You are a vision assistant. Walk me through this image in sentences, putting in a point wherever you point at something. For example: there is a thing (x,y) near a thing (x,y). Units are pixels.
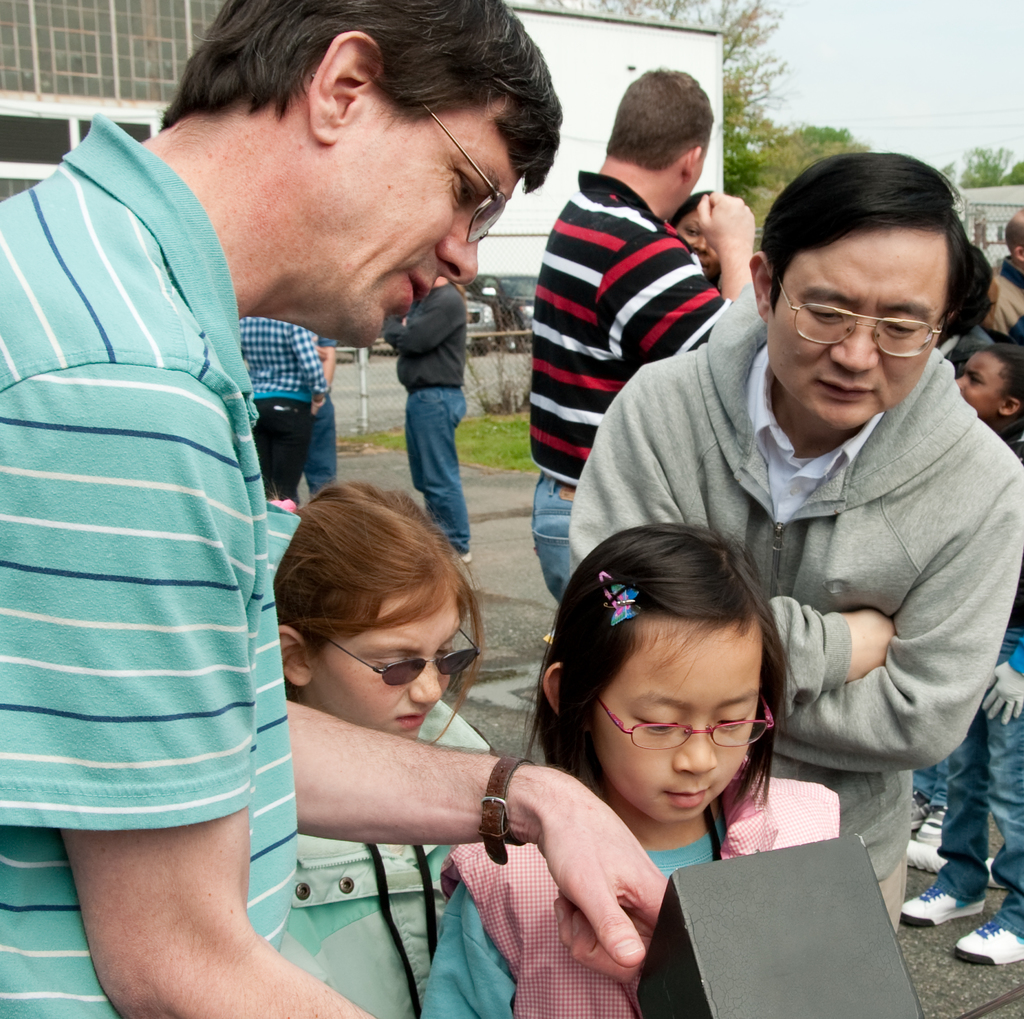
In the picture we can see two men (789,735) and two girl children (759,748) are standing and behind them we can see some people (606,203) are standing and talking to each other and behind them we can see a white color board (536,194) and behind it we can see a building (62,11) and besides it we can see some trees (822,145) and sky (970,21).
